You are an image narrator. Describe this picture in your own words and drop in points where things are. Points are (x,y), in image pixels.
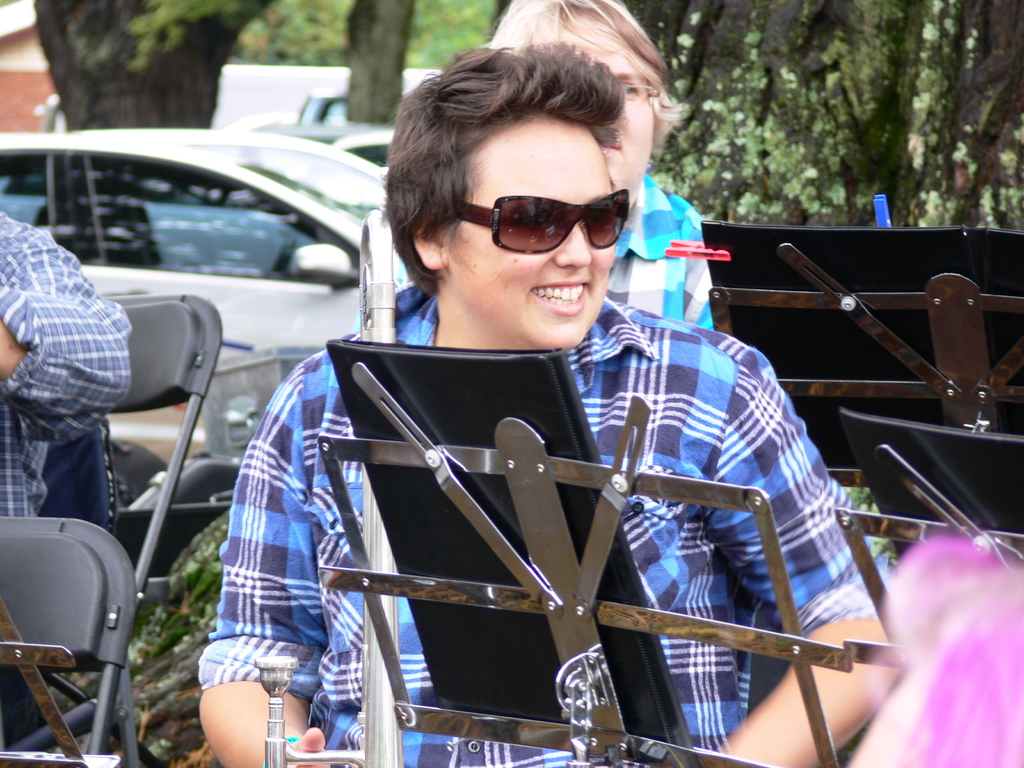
In the image we can see there is a person (558,320) who is sitting on chair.
